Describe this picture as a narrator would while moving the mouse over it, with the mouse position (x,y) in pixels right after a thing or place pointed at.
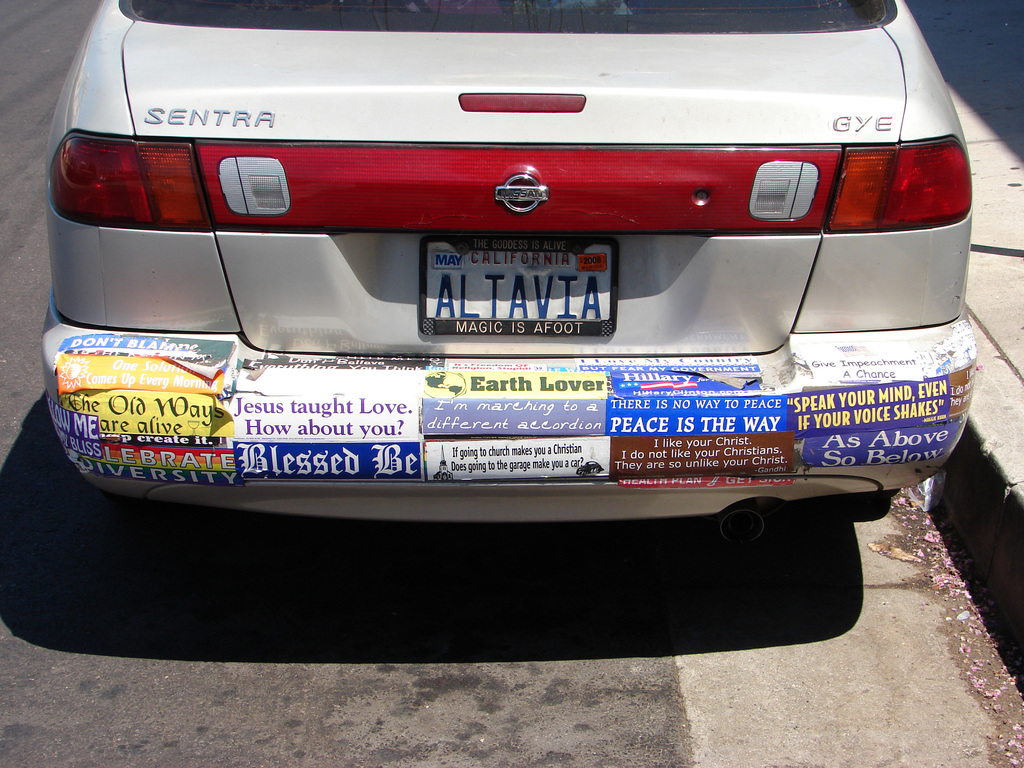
In the image there is a car (620,135) on the road (938,522) beside a footpath (972,316).
